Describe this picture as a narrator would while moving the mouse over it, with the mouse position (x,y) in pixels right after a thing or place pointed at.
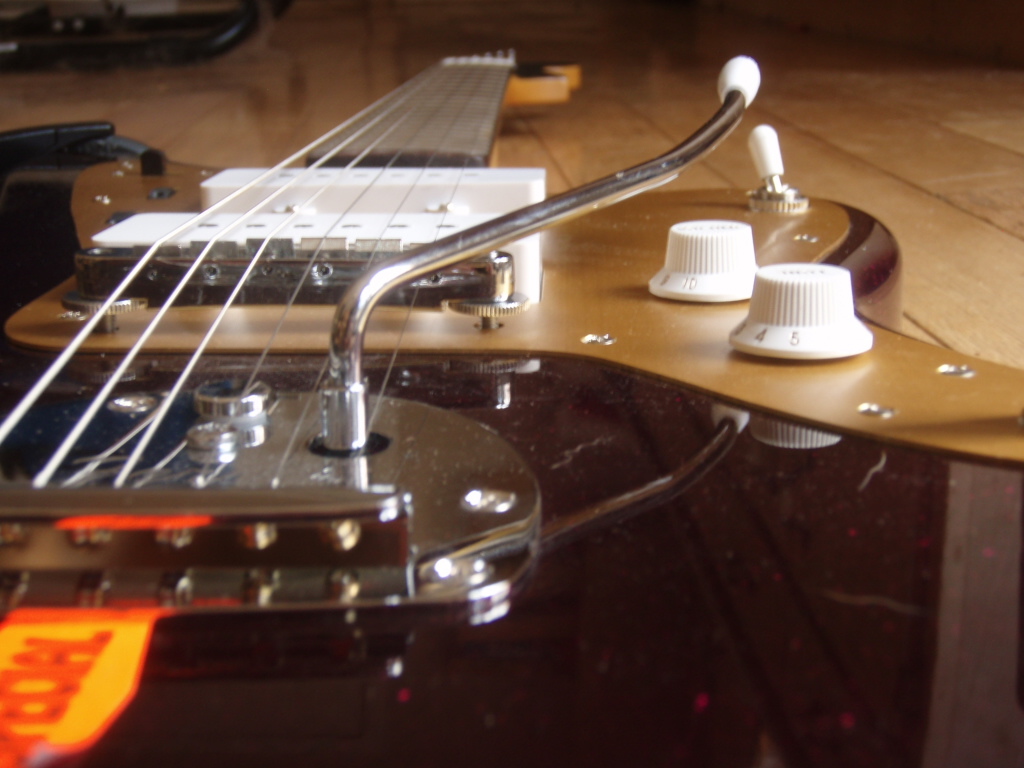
In the foreground of this image (416,557), there is a guitar (792,479) on the wooden surface (824,98) and in the background (170,24), there is an object (118,19).
